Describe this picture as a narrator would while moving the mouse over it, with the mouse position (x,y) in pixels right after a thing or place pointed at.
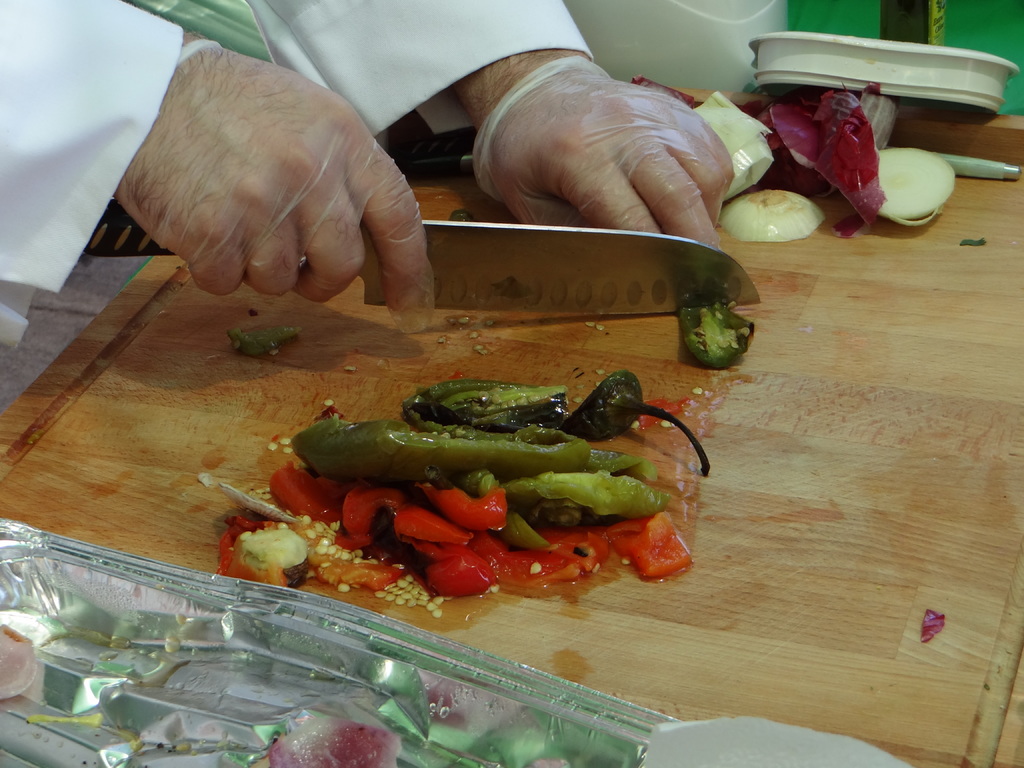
In this image I can see a cutting board (826,532). At the top (145,174) I can see a person's hands (315,187) cutting the vegetables (724,331) with a knife (549,268). At the bottom (248,651) there is a tray (327,714). Beside the hands (541,110) there are few bowls (783,63).
